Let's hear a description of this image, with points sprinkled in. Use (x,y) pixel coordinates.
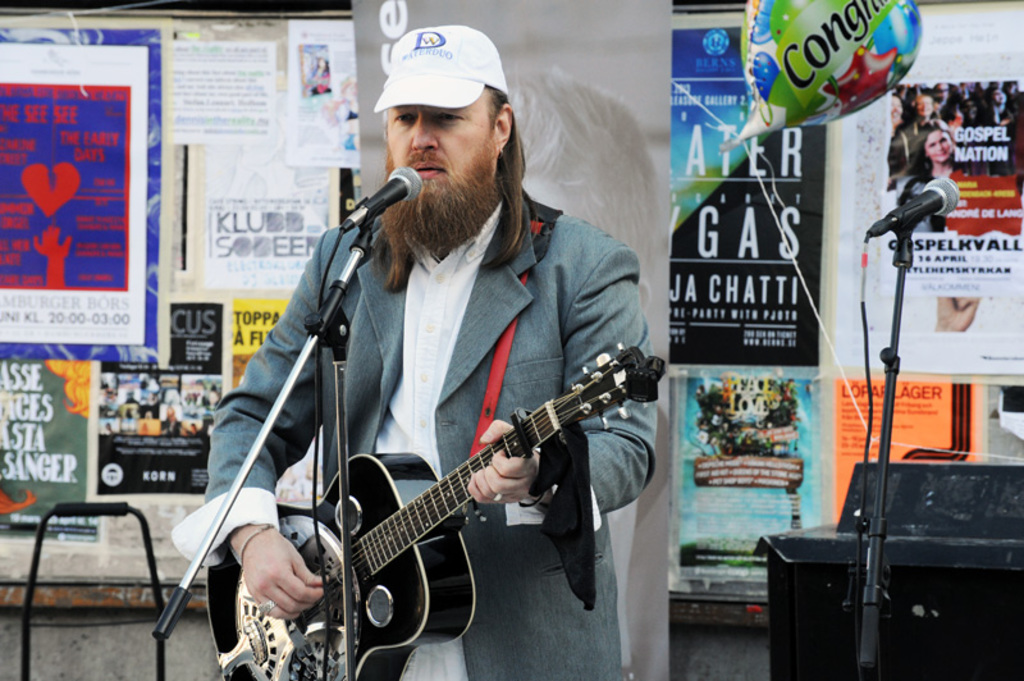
In this image there is a person (511,199) standing and playing guitar (433,525) and he is singing. At the back (961,87) there are posters (757,297) and at the right (835,543) there is a speaker (947,525) and there are microphones (926,203) in the front (338,348).
